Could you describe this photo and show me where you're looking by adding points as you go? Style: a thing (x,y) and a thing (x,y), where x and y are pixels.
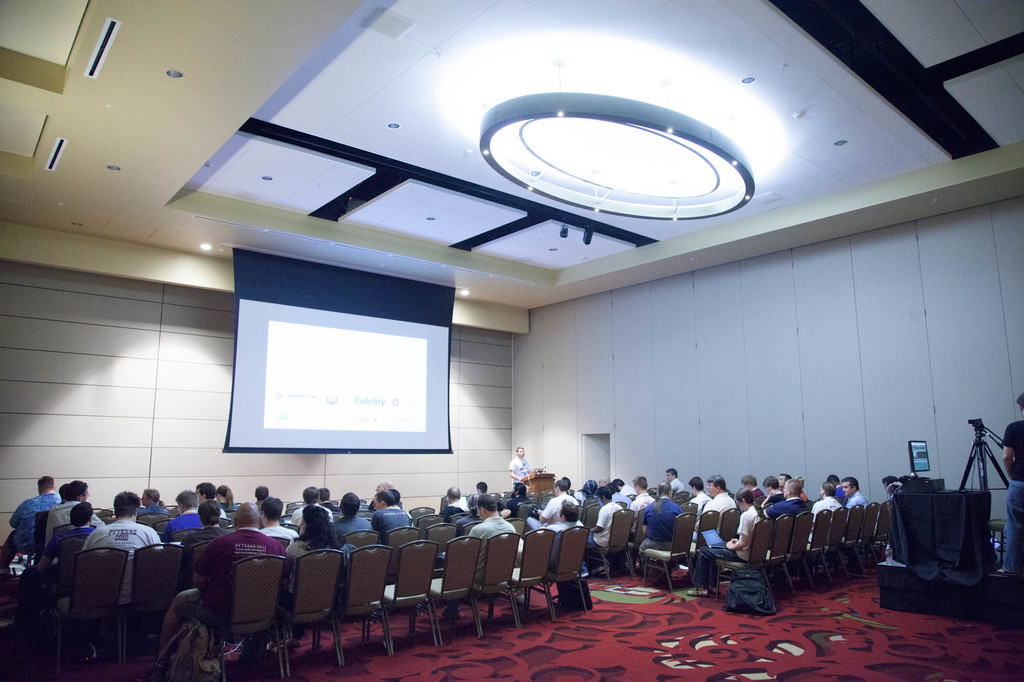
This picture is clicked inside the hall (592,571). In the foreground (645,653) we can see a red color object (696,648) seems to be the floor mat (618,643). On the right (1014,479) we can see a person (1022,435) standing and we can see a digital screen (918,451), metal rods (982,458) and some other objects (946,527). On the left (291,599) we can see the chairs (432,558) and group of persons (275,532) sitting on the chairs (408,596) and we can see the backpacks (756,573) placed on the ground (702,662) and we can see a person (743,514) sitting on the chair (758,551) and seems to be working on a laptop (718,540). In the background (687,375) we can see the wall (721,346), a person (516,465) standing behind the podium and a projector screen (364,397). At the top (232,33) there is a roof (203,62) and the ceiling lights (647,117) and we can see some other objects (591,233).
